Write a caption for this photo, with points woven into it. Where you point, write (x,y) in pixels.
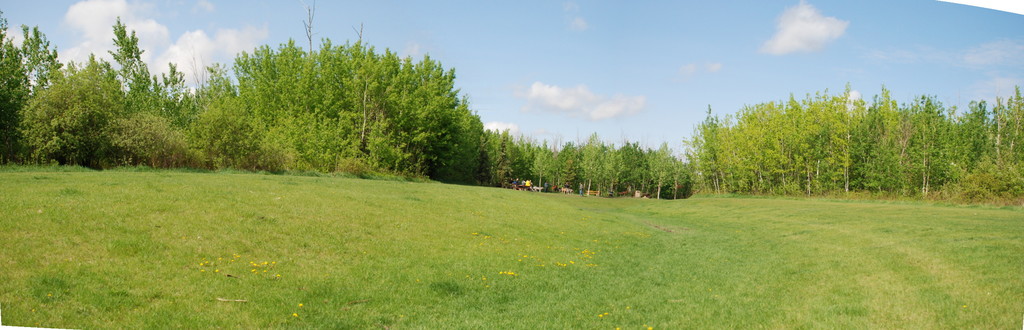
In this picture we can see grass (568,223), few trees (501,141) and clouds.
